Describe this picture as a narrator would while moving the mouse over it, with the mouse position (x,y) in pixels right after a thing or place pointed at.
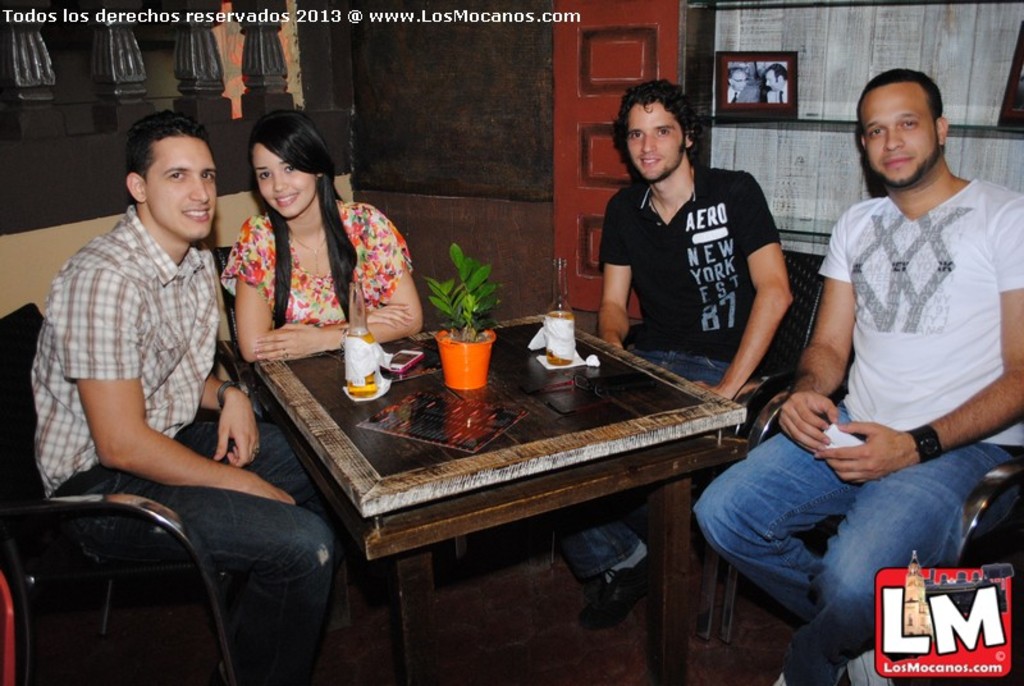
In this picture we can see four people (176,376) are seated on the chair (67,504), in front of them we can find couple of bottles (353,381), mobile (399,362) and a plant (468,300) on the table (503,376), in the background (736,87) we can see a photo frame (749,100) and shelves (825,7).
